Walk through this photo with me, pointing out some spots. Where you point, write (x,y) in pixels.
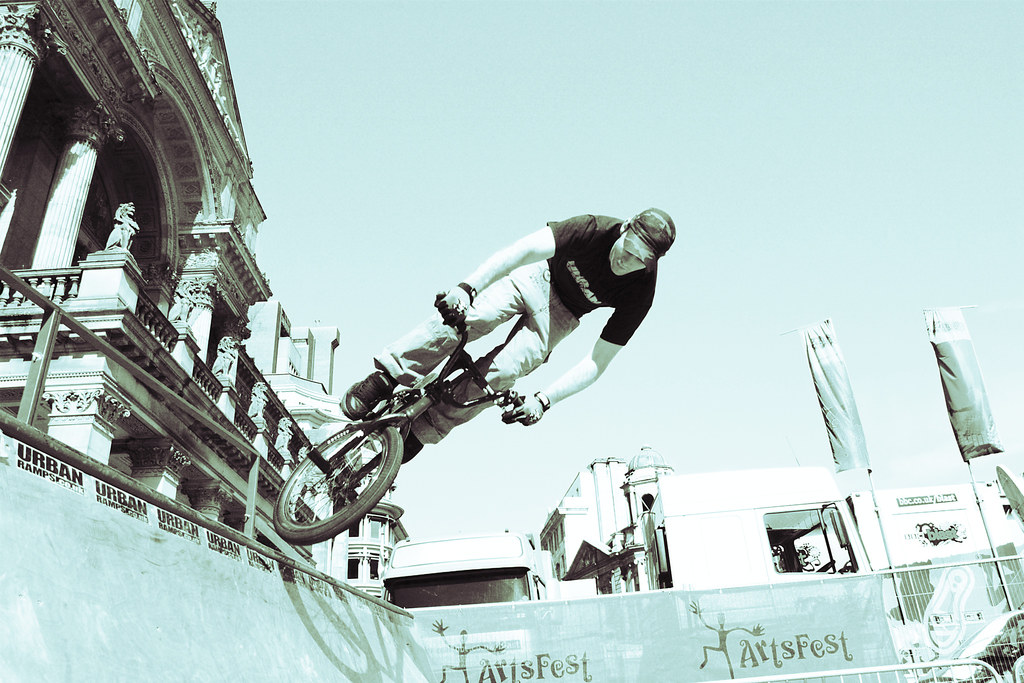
In the picture I can see a person (572,290) wearing T-shirt (592,309), cap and shoes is riding the bicycle (338,507) which is in the air. Here we can see the curved surface (117,546), we can see the pillars (36,31), buildings (176,348), a vehicle (536,562) here, banners (462,646), barrier gates (952,666), flags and the sky (463,504) in the background (747,249).
